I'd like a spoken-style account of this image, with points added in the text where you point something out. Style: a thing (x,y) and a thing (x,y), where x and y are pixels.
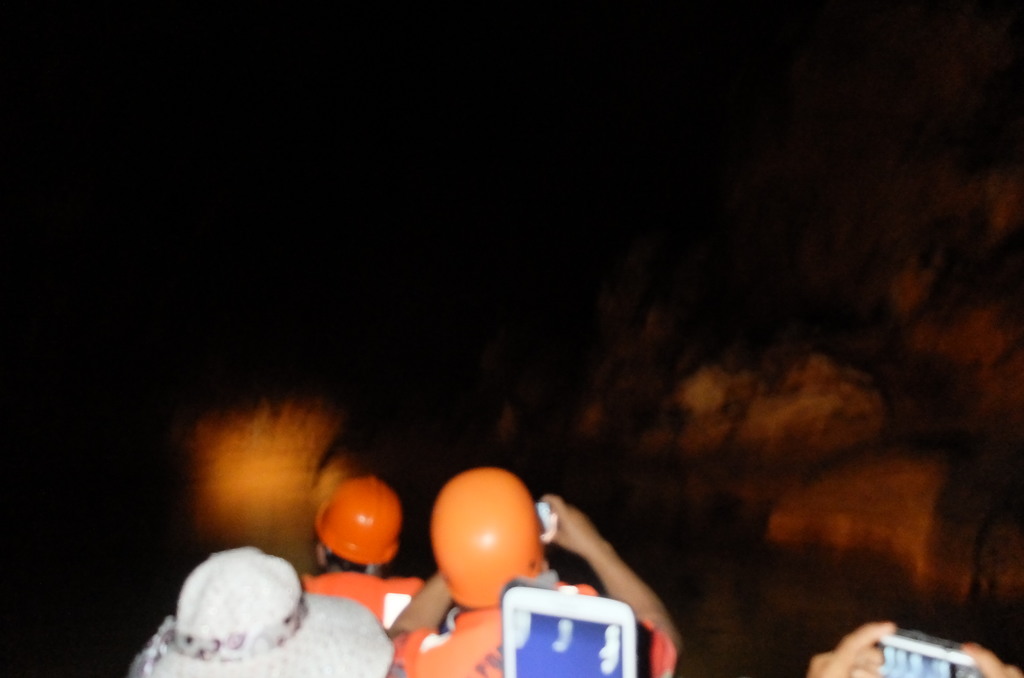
In this image there are people (235,635) sitting and holding few objects (582,641) in their hands (844,653), in the background (102,573) it is dark.
